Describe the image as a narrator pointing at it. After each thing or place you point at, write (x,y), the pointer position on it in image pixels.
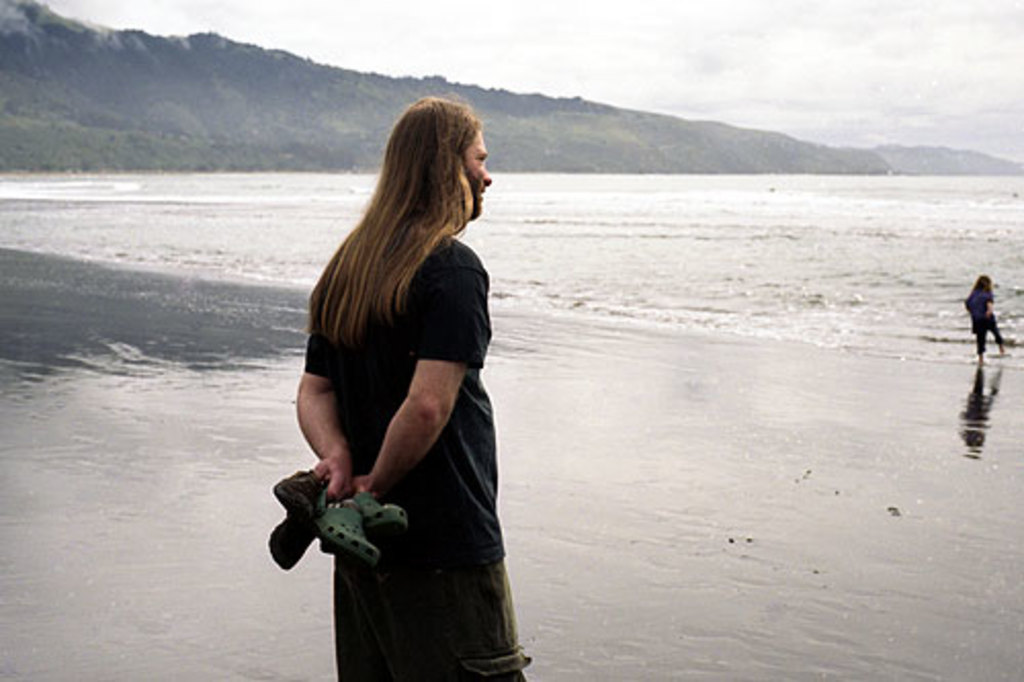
In this picture we can observe a person (376,295) standing, wearing black color T shirt (355,385) and holding sandals (349,514) in their hands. On the right side (981,321) we can observe a person (981,318) in the water (937,355). In the background (794,219) there is an ocean (682,217), hills (562,115) and a sky (637,54) with clouds (637,54).
